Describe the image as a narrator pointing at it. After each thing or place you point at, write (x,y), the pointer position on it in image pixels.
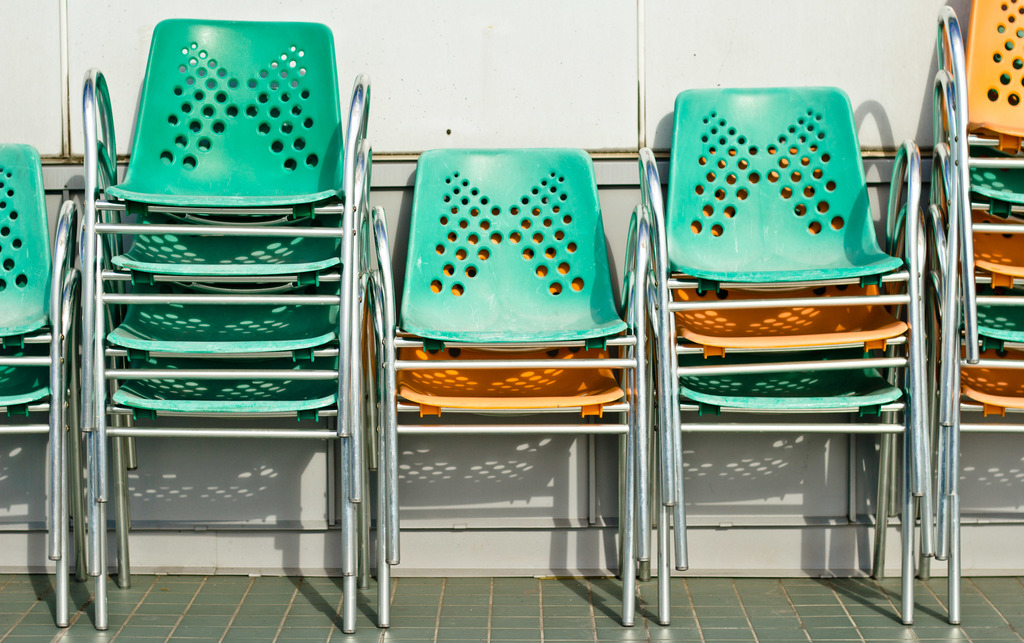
In this image we can see a group of chairs (369,365) placed one on the other on the floor (3,632). On the backside (660,119) we can see a wall (69,192).
